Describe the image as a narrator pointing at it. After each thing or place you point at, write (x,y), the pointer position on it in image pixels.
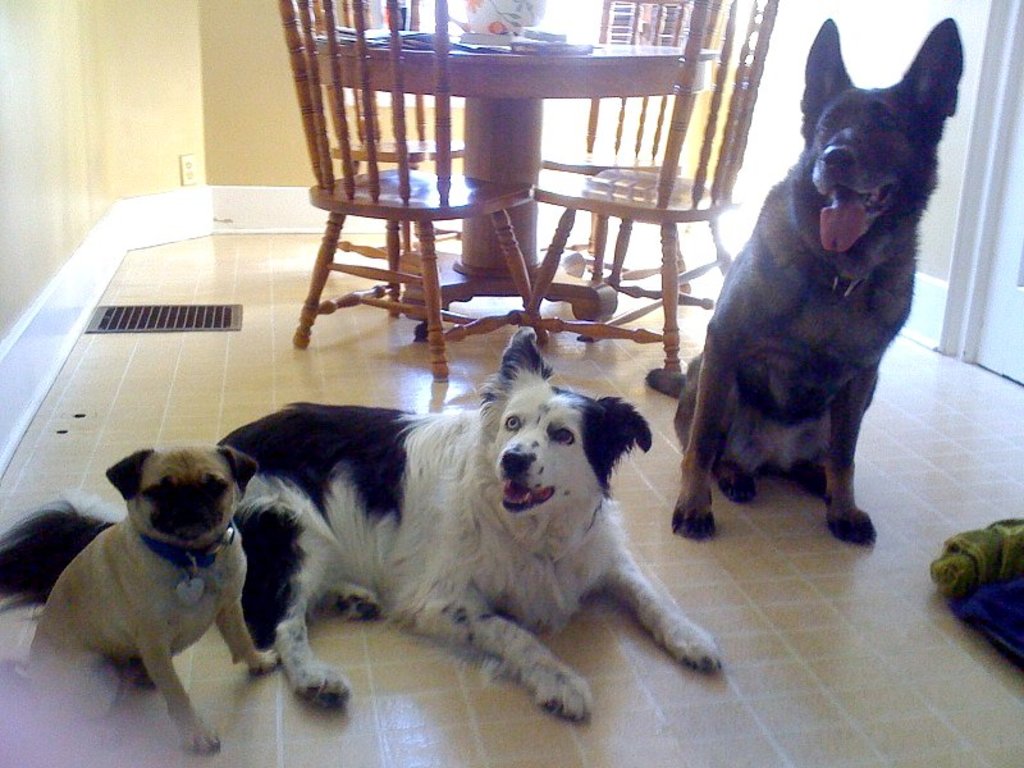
Three dogs (795,245) are sitting beside a dining table (632,84).
